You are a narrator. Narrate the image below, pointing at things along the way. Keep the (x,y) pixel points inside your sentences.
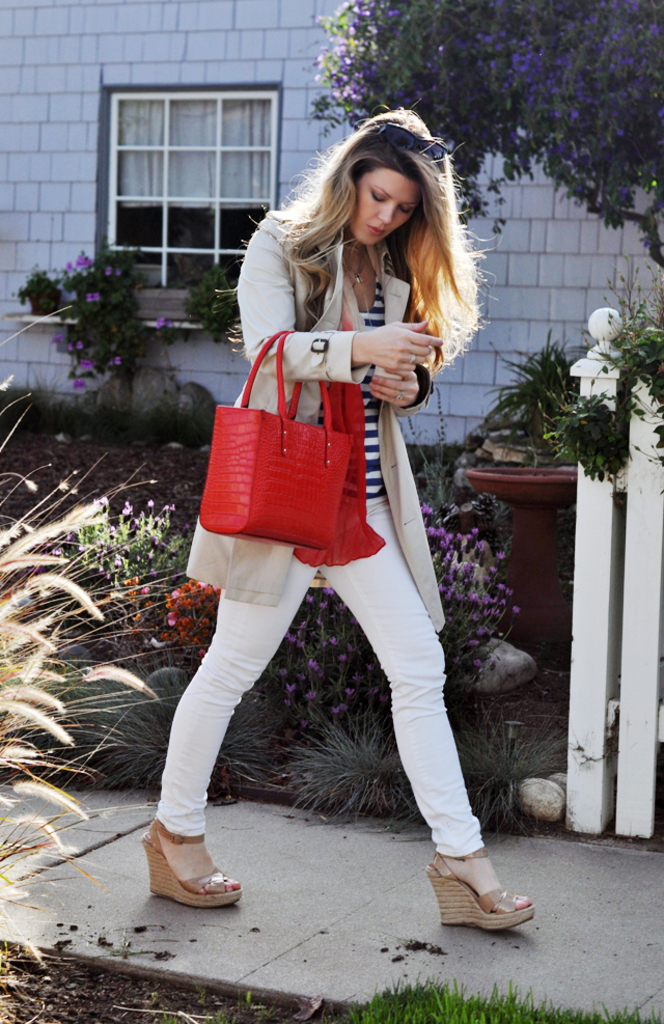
In this picture there is a woman (438,260) holding a red color bag (315,524) and she is walking in the backdrop (538,119) there is a tree (432,71) a building (17,356) and some plants (106,570).
